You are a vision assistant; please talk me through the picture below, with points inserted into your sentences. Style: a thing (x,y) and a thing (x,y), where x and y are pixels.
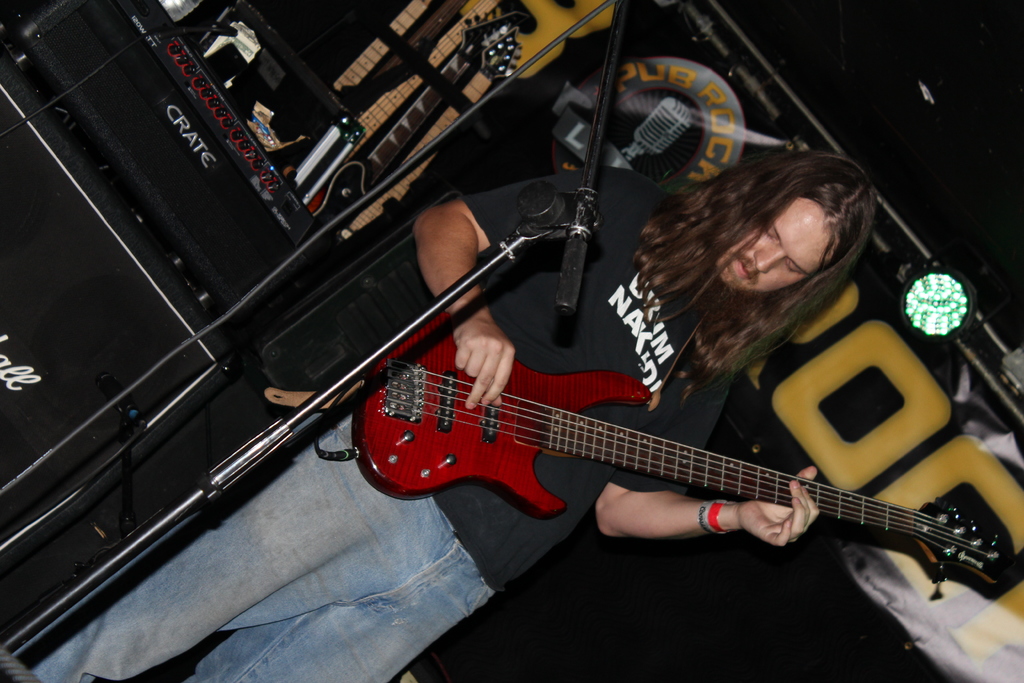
In this image there is a person (560,318) wearing black color T-shirt (576,318) playing guitar (505,440) in front of him there is a microphone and at the left side of the image (289,191) there is sound box (128,203).
